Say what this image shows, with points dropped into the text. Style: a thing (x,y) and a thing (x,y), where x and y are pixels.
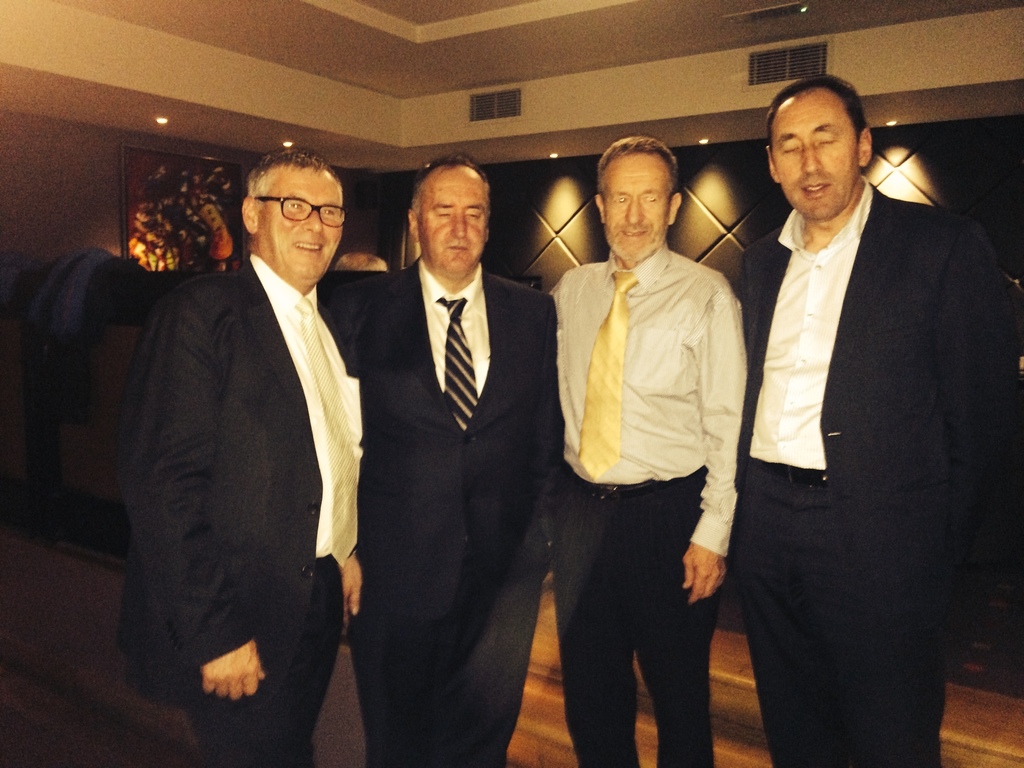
In the image there are few men (490,449) standing in the front (863,389) wearing suit (891,419), this is clicked inside room (112,51), in the back (156,123) there is ceiling (208,139) with lights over it.
